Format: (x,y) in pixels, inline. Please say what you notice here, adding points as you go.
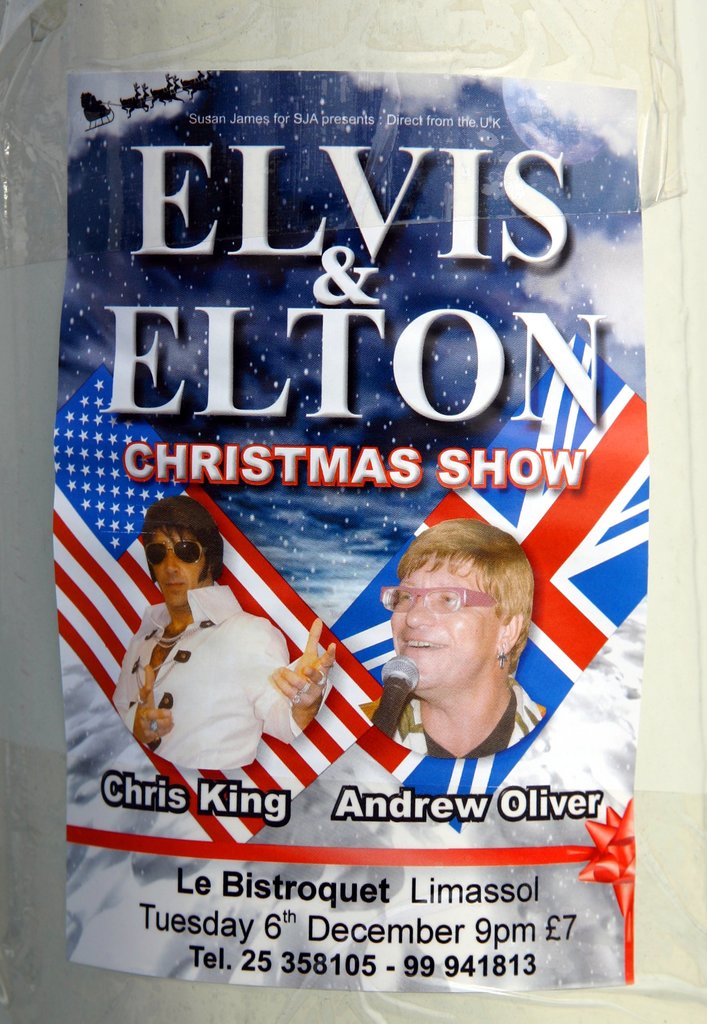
In this image I can see a poster (500,785) which has images (210,635) of 2 people (448,629) and some matter (249,885) is written on it.
